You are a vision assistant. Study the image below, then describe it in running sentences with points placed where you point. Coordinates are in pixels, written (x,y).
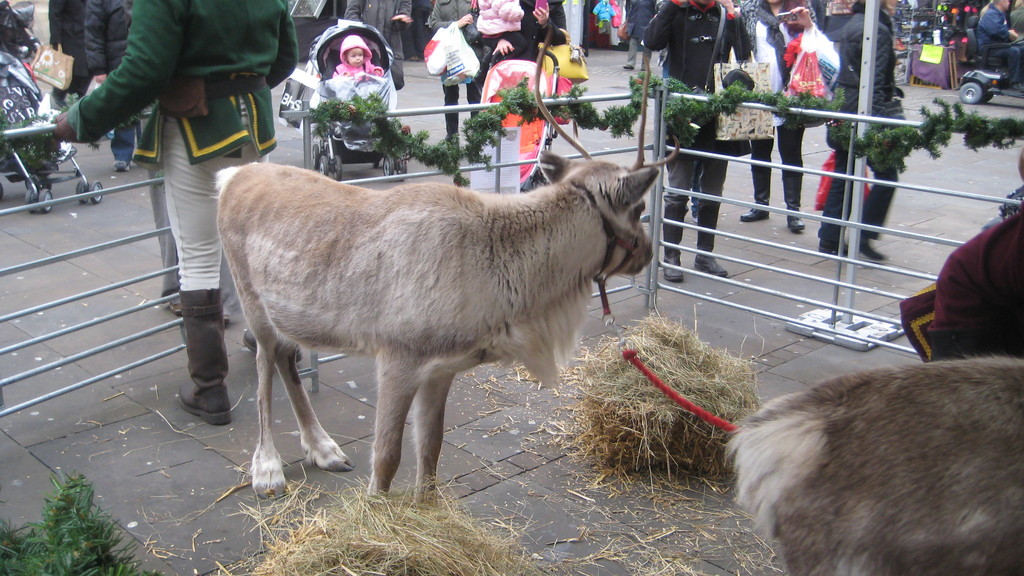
In this picture I can see animals (320,454), dried grass bundles (606,392), iron grills (90,323), garlands (876,137), and in the background (777,10) there are group of people (231,28) standing and there are some other items (539,3).
